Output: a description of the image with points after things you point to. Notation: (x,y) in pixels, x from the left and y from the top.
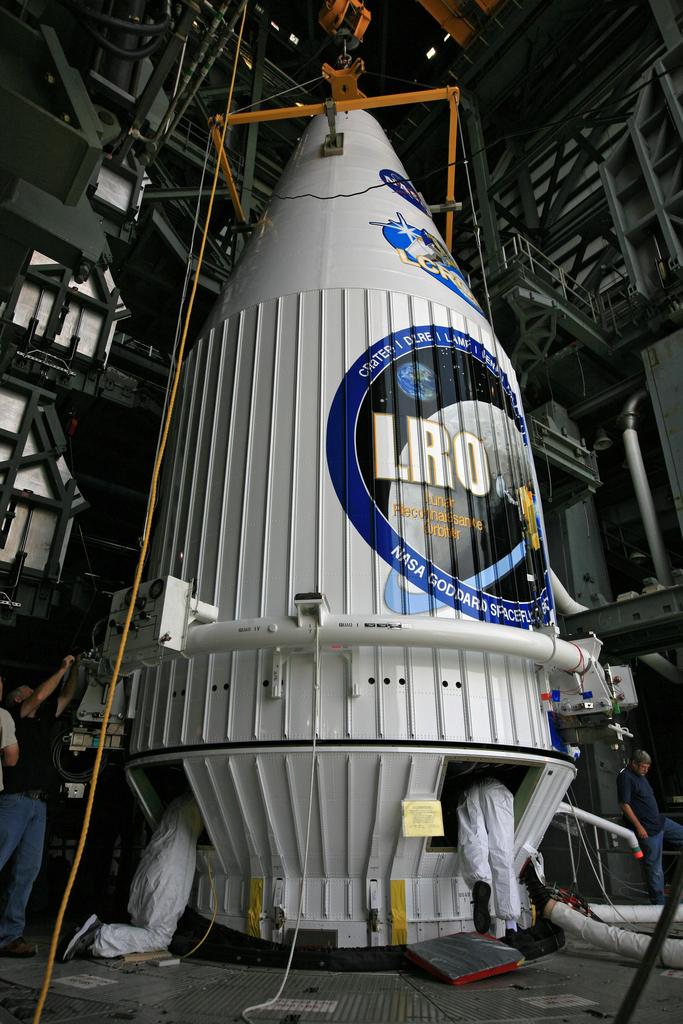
In this image we can see a spaceship (396,664) and people (474,859) are working on it.
